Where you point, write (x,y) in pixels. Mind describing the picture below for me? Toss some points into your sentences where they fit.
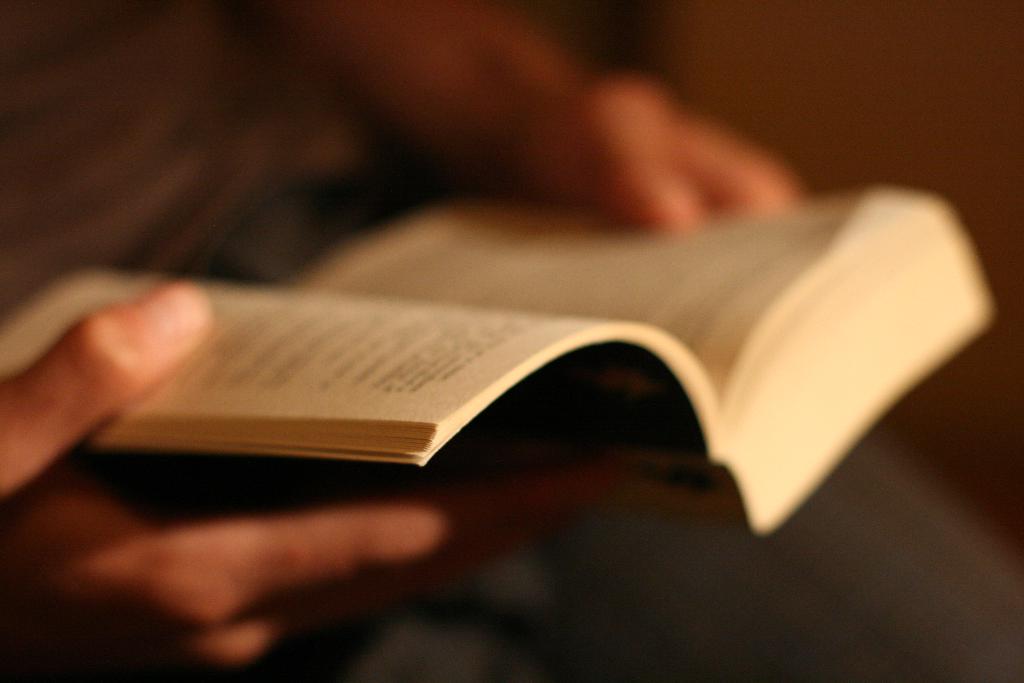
In this image there is a person (519,71) holding a book (403,322).
